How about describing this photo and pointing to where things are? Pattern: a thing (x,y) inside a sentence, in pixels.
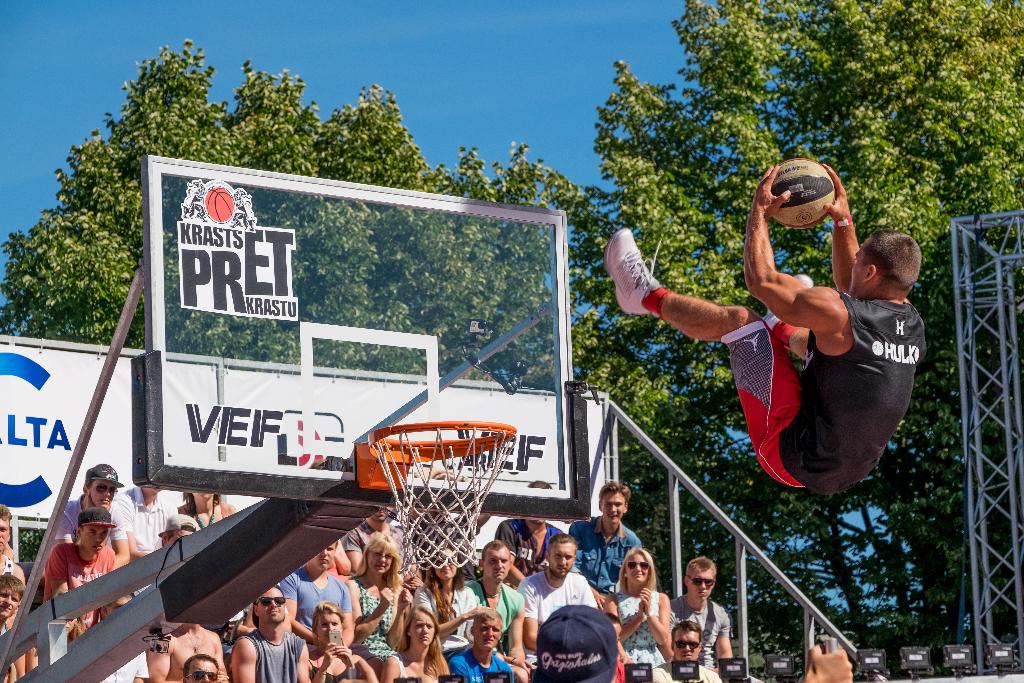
On the right side of the image (810,391) we can see a man (806,369) jumping and holding a ball (792,216). On the left (264,436) we can see a basketball hoop (406,430) and a board (227,227). At the bottom (216,672) there are people (426,608) sitting. In the background (673,195) there are trees (947,180), pole (982,417) and sky (551,102).
